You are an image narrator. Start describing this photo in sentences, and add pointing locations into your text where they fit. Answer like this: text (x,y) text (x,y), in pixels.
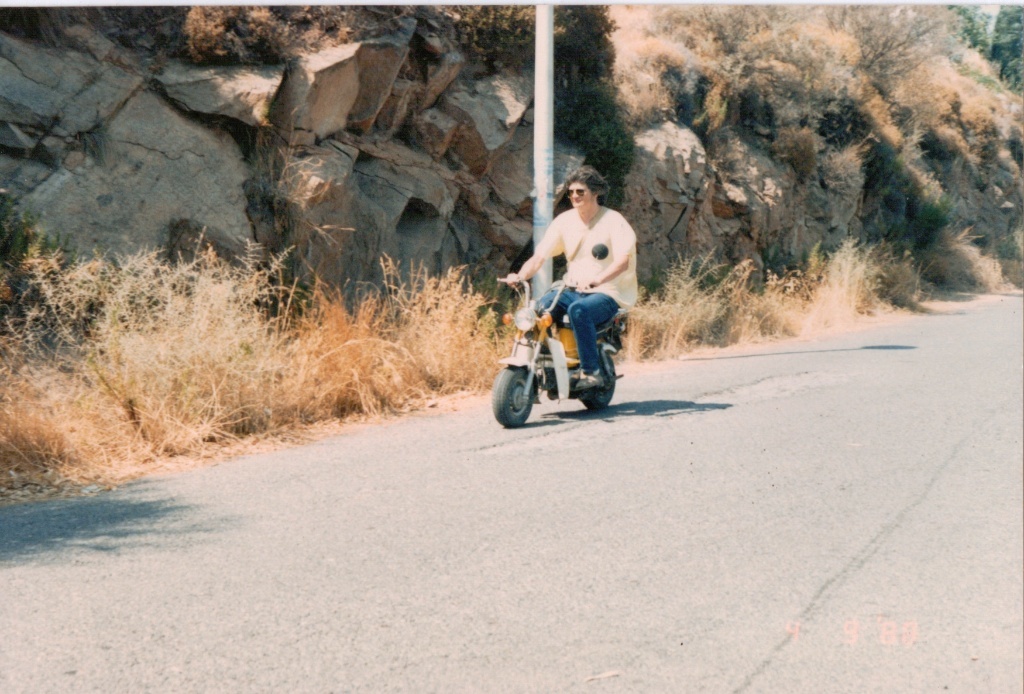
This picture is outside of the city. It is very sunny. There is a man (595,285) riding a bike (547,359) on the road (537,445) with a rock mountains (499,191) in his background (677,164) with a dry grass (501,337) on the road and some trees (1002,41).
